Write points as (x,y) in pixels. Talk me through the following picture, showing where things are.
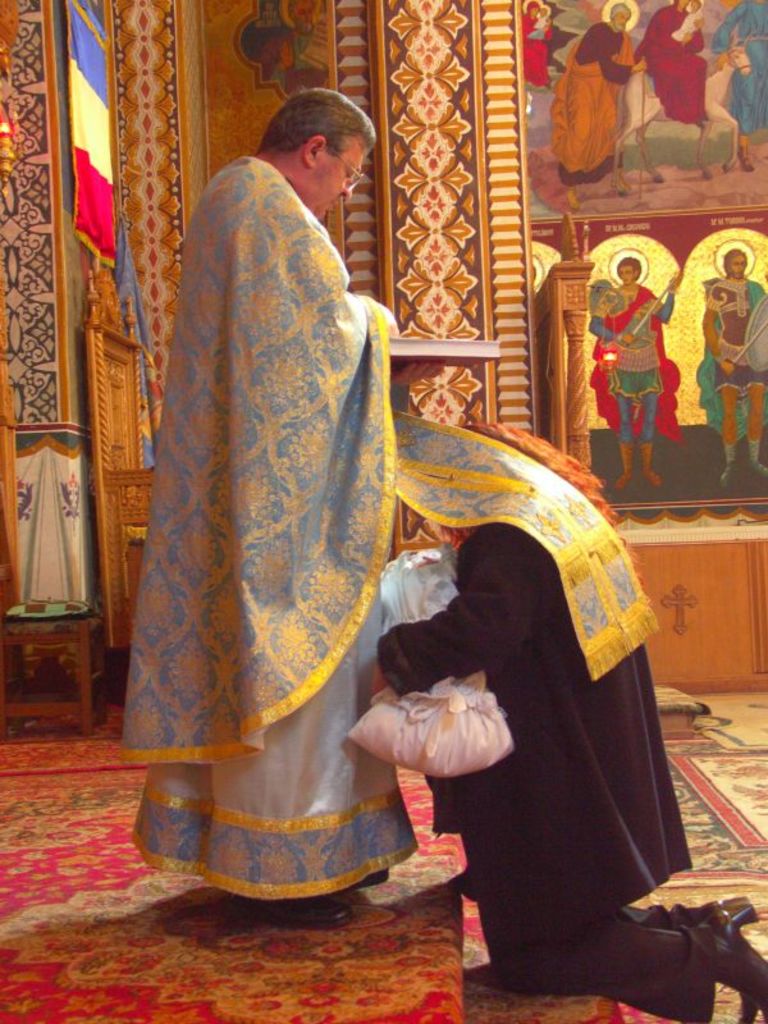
In this picture we can see people (179,769) on the ground (391,878), here we can see a book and an object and in the background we can see some objects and a wall (751,228) with some designs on it.
